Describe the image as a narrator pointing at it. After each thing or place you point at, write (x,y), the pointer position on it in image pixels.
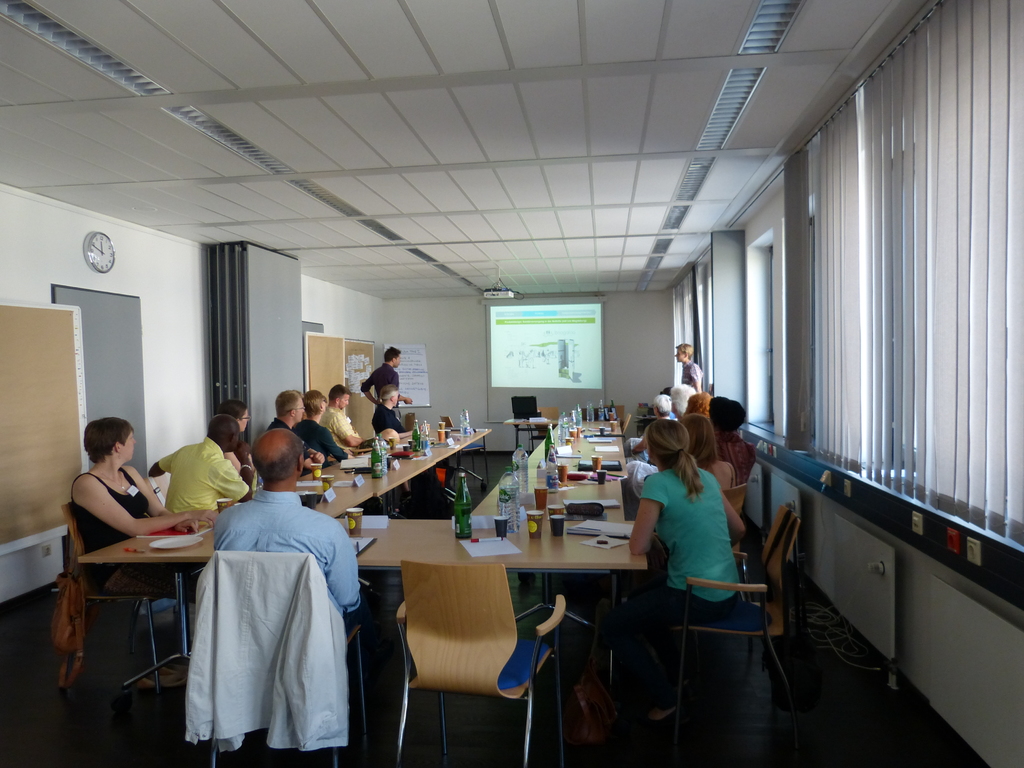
The image consists of few people (259,471) sat on chairs (556,409) around the table (548,499) looking at screen (541,344) on the wall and on the right side (874,369) there are windows (891,327) with curtains (876,318).
